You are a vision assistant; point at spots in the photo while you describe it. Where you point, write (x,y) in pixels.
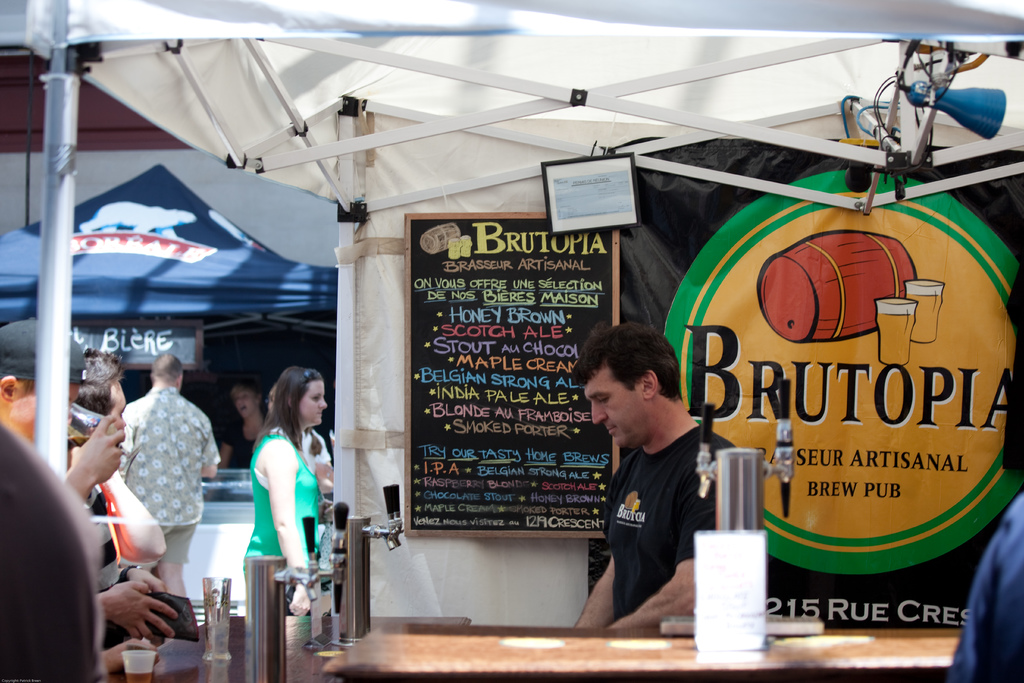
In this picture I can see few people (626,475) standing and I can see couple of tents (461,99) and few boards (490,317) with some text (489,236) and I can see a frame (585,215) with some text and few brewing machines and I can see a wall (199,166) in the background (240,192).
